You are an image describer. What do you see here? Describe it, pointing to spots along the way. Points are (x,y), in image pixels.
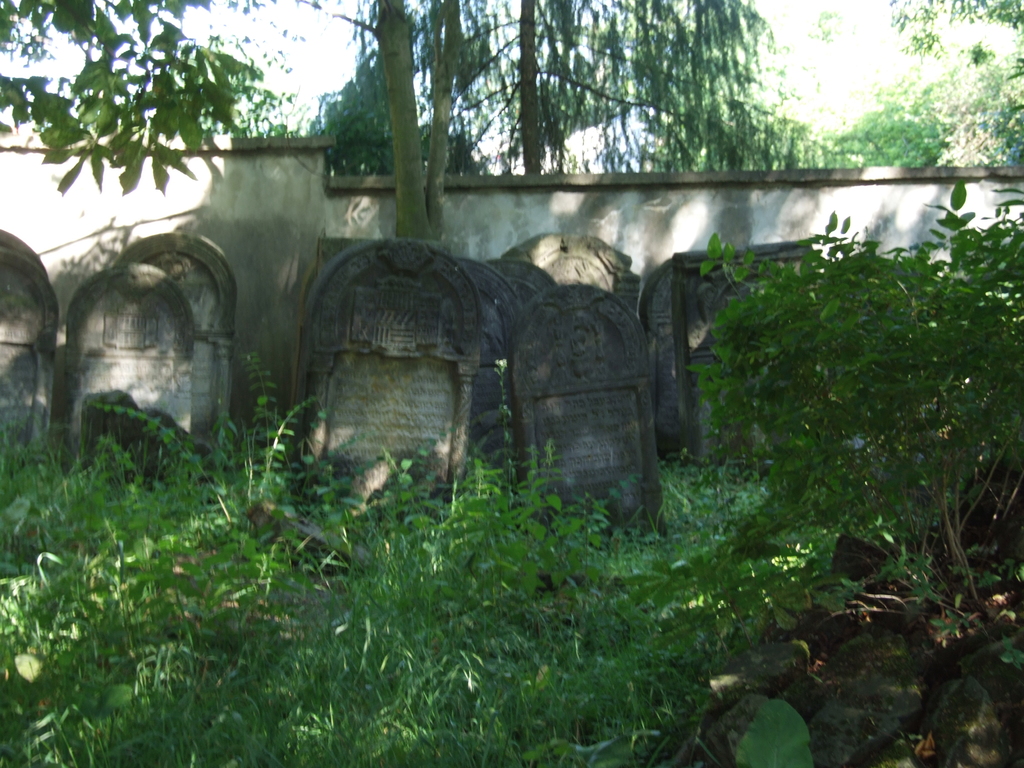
This picture is clicked outside. In the foreground (320,597) we can see the plants (668,623) and some objects (993,718). In the center (624,397) we can see the objects (342,347) which seems to be the headstones (481,345). In the background (804,108) we can see the sky (814,47), trees (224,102), fence (242,179), and in the top left corner (171,67) we can see the green leaves (106,103).
